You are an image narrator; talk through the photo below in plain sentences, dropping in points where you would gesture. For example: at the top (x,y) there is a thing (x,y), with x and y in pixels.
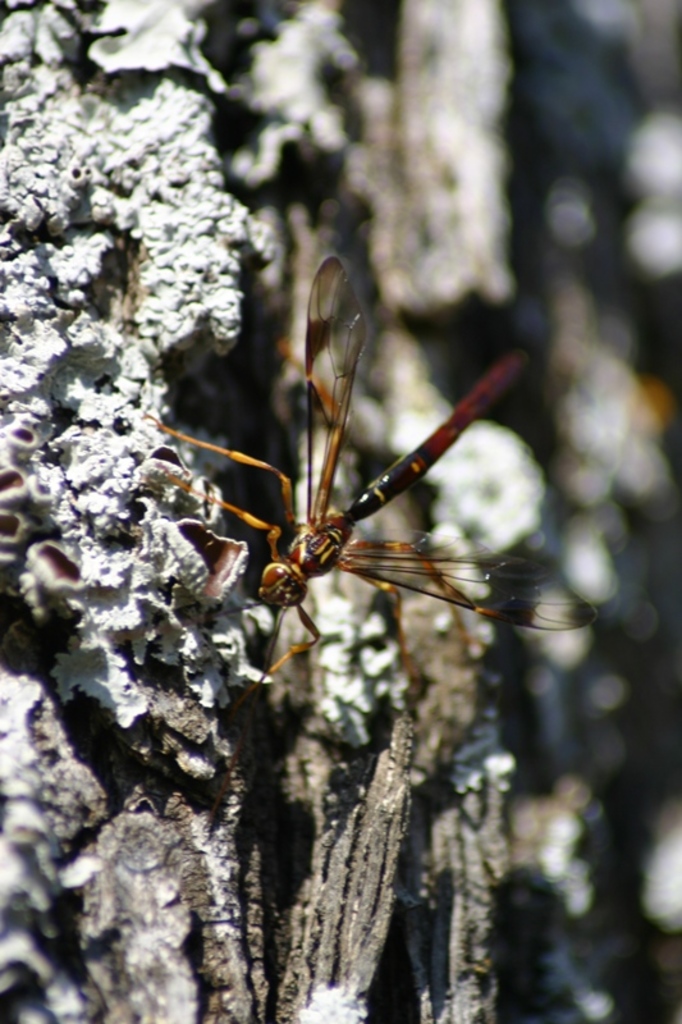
It looks like tree bark (195,975) and on the bark (171,579) there is a wasp (331,517). Behind the wasp (344,514) there is the blurred background (473,152).
